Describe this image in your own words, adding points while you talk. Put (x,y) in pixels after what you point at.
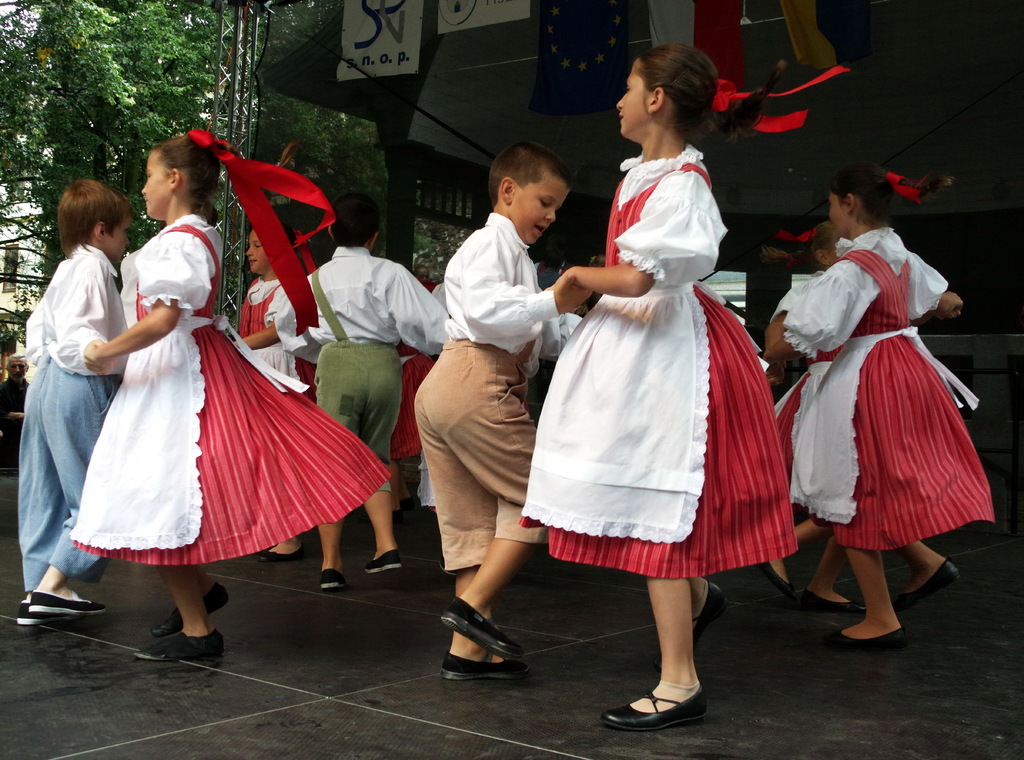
In this image there are few kids (367,336) who are dancing by holding their partners (585,375). At the top (550,30) there are flags (573,17) and some posters (410,57). In the background (118,92) there is a tree (131,95). In the middle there is an iron rod (245,109).
